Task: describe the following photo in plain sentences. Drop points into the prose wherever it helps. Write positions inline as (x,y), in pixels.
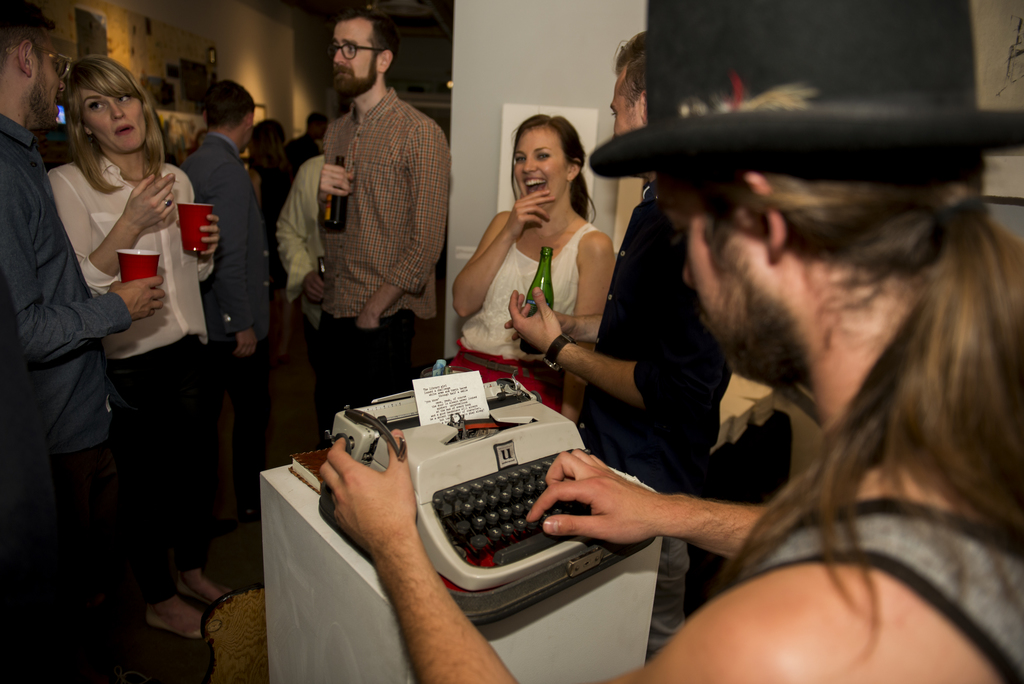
In this image there is a person (555,491) holding a typing machine (327,518), where there is a paper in it, and there is a book (316,466), and in the background (353,75) there are group of people (623,329) standing and holding the bottles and glasses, frames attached to the wall (286,15).
